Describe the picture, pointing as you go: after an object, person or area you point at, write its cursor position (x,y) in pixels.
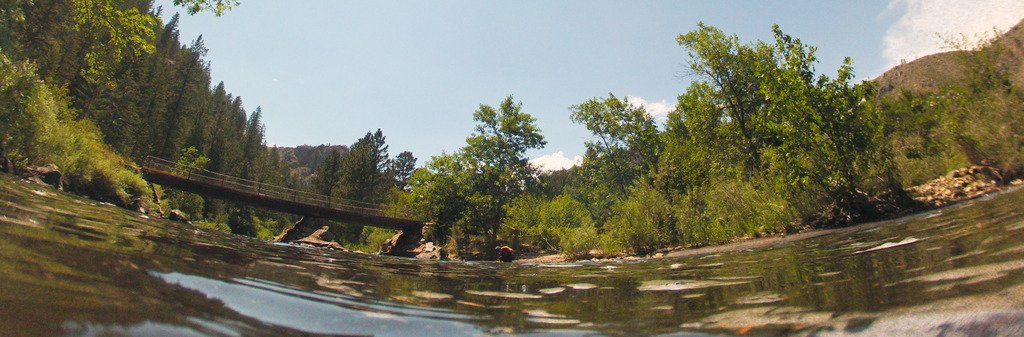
In this image we can see a water body (596,279) and bridge (298,201). Background of the image (861,127) so many trees (510,136) are present. The sky (663,42) is in blue color with some clouds (932,21).
